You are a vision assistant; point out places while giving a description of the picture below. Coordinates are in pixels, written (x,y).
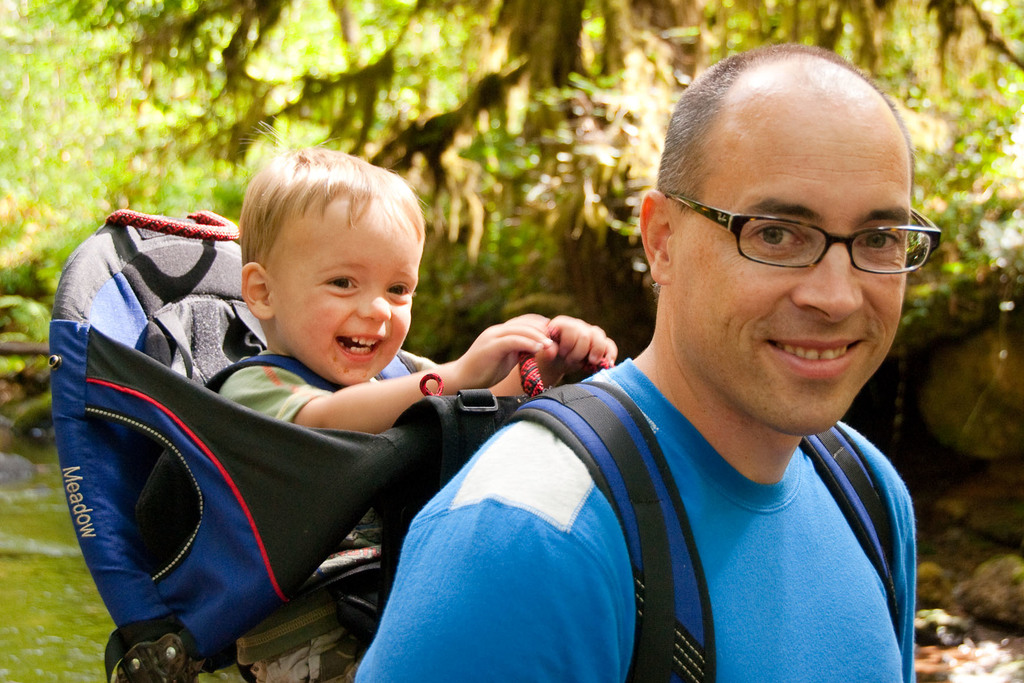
In this picture I can see a man (822,391) carrying a boy (393,405) with a backpack carrier (185,433), and in the background (191,104) there are trees (429,103).
